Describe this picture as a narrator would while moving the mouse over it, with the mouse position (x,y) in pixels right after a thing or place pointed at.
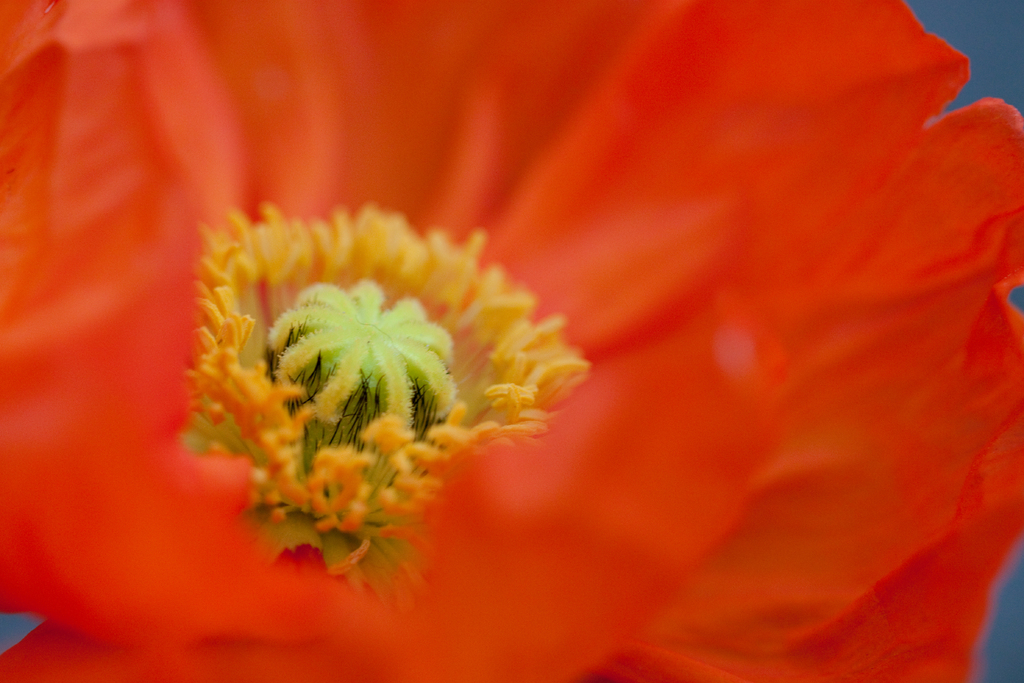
In this image there is a flower (835,218). In the center (452,375) there are pollen grains (265,413). There are petals (118,195) around it.
